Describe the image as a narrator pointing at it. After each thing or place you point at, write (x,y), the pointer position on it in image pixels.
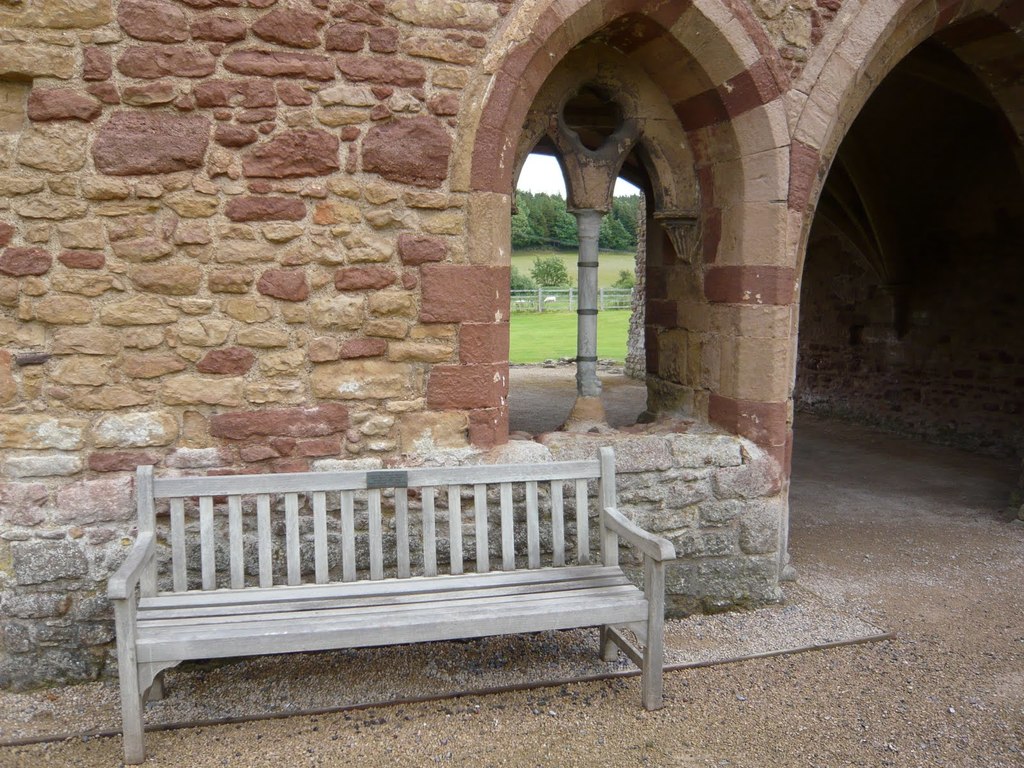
In the center of the image (451,490) there is a bench (323,580). In the background (259,309) there is an arch (760,431) and a wall (271,355). We can see trees (547,282) and a fence (556,306).
